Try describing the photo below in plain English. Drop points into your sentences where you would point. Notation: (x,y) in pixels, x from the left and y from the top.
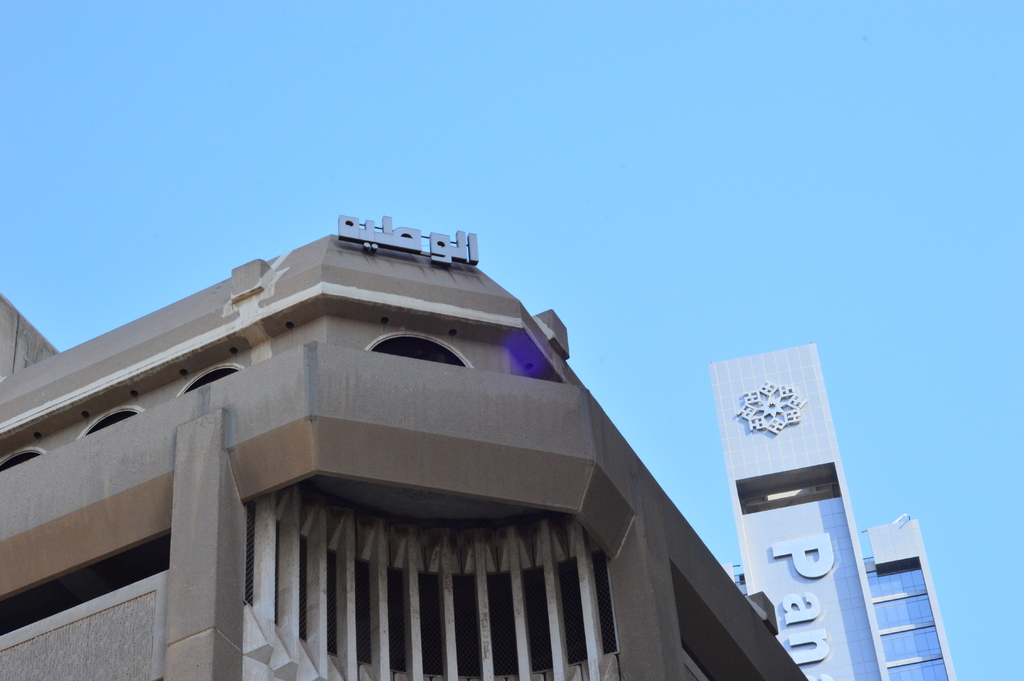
In the picture I can see buildings (585,588). I can also see some names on buildings (665,520). In the background (706,229) I can see the sky (706,229).
